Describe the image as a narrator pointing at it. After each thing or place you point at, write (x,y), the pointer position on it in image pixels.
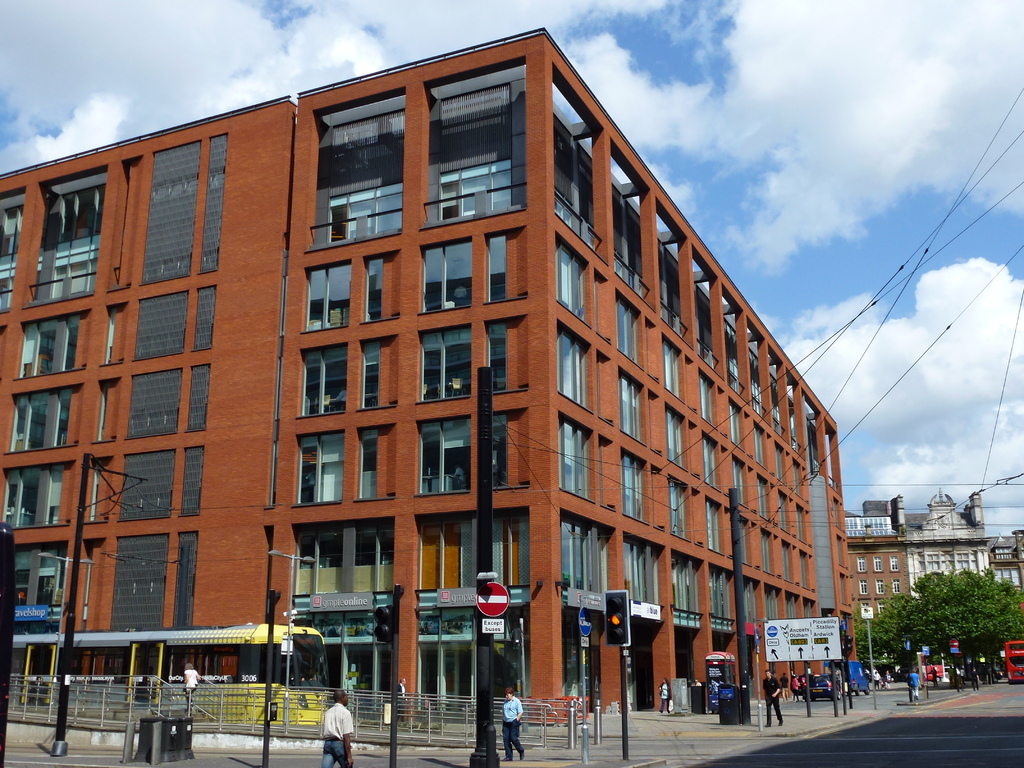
In this image in the front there are poles (395,721) and in the center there are persons (781,718) walking and there are poles (835,695). In the background (821,600) there are buildings (852,608), trees (947,623) and there is a bus (1010,658) which is red in colour moving on the road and the sky (932,313) is cloudy and there are wires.
